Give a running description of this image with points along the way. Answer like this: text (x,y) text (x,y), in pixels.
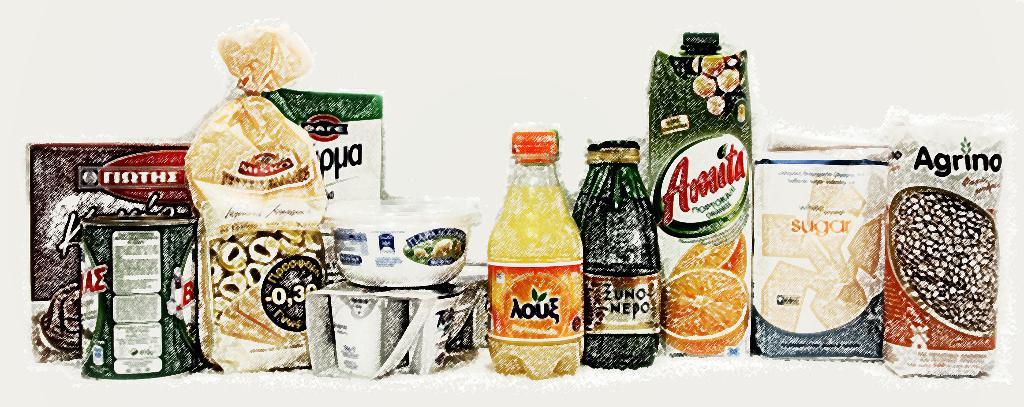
This is an edited image. In this image I can see few bottles (543,278), a bowl (398,282) and boxes (136,197). The background (391,47) is in white color.
